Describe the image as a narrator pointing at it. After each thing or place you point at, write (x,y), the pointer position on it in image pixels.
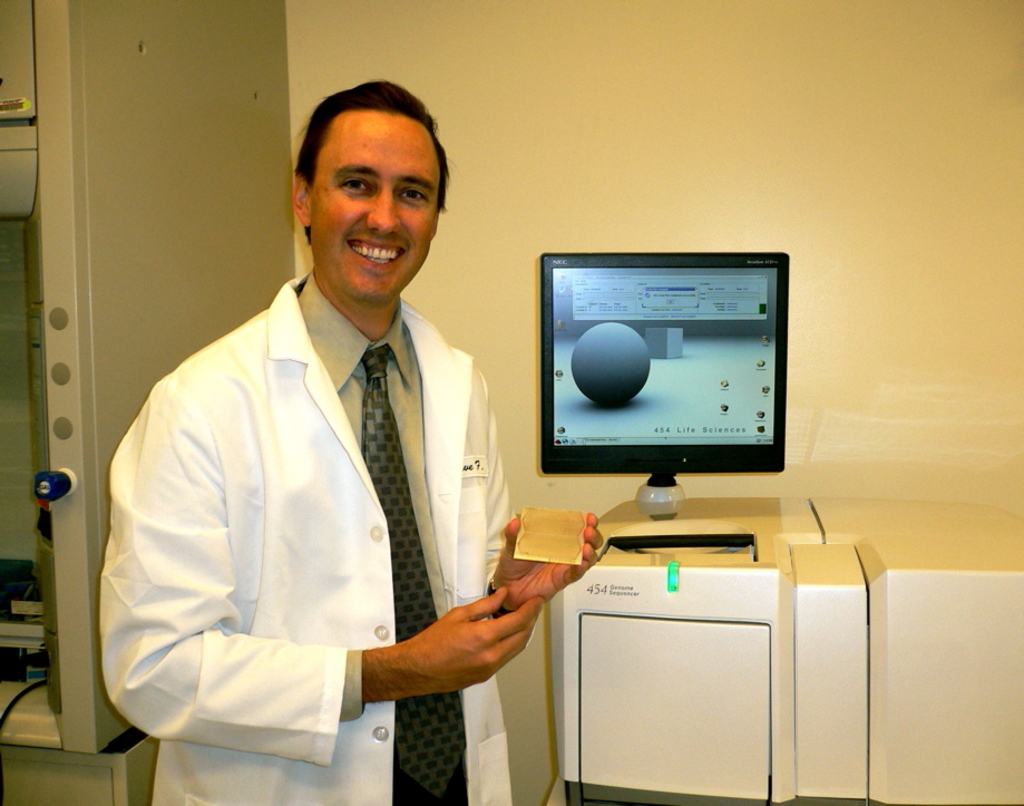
In this picture I can see a man (319,472) standing and he is holding a glass (548,532) in his hand (509,580) and I can see a monitor (701,378) displaying.
